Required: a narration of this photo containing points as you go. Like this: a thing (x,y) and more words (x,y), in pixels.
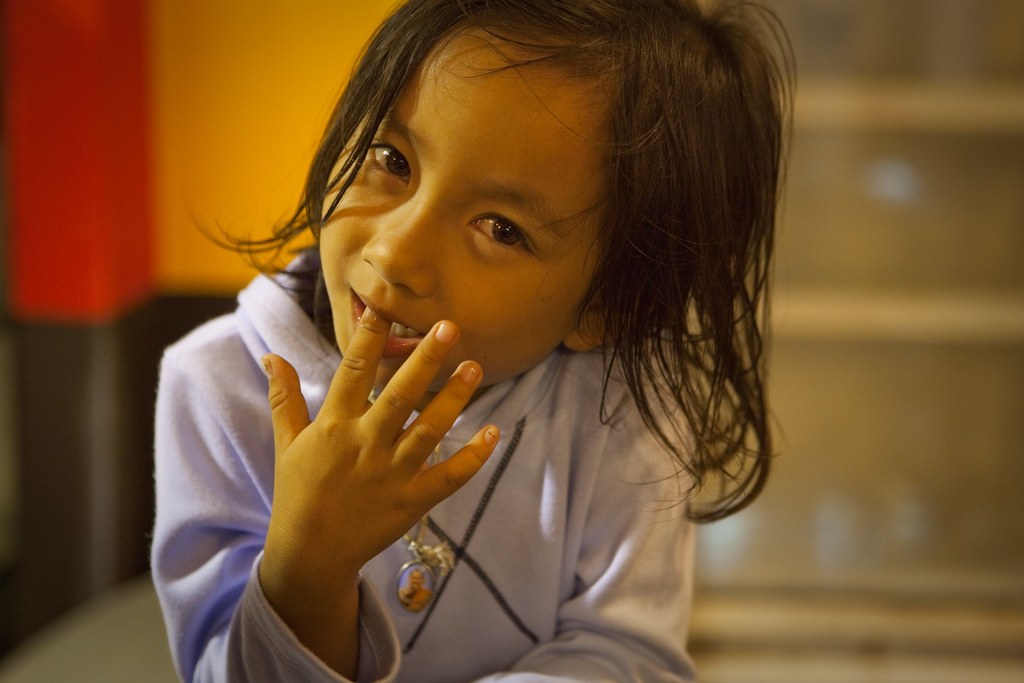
In this image I can see the person (442,459) and I can see the blurred background (984,440).
